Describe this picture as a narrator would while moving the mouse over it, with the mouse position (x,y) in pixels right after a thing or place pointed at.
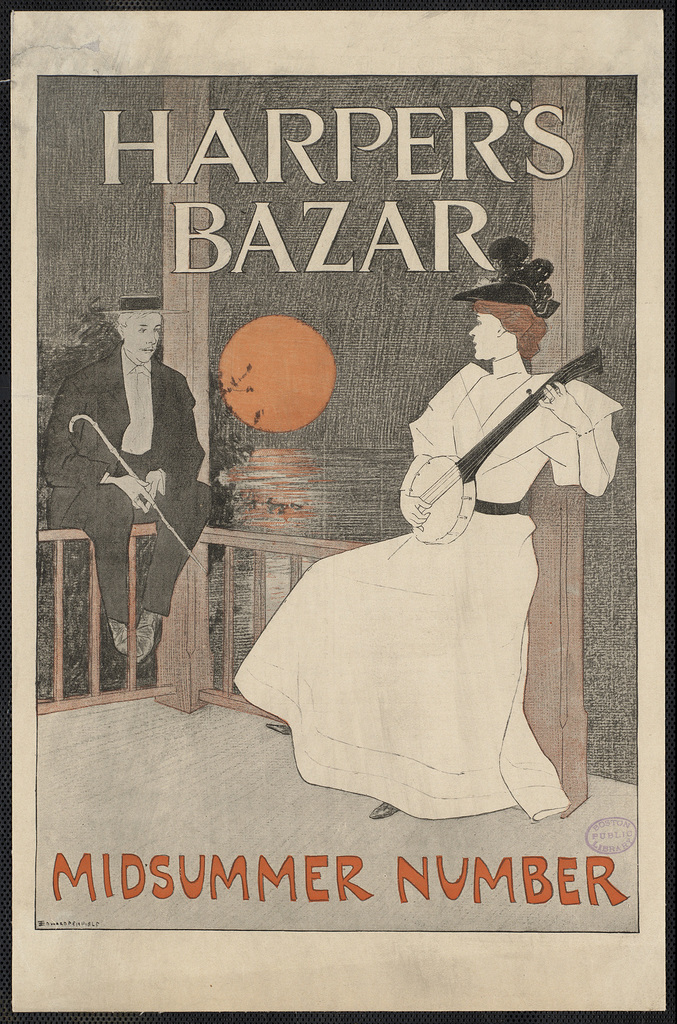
In this image we can see a poster (317,517), on the poster (326,569), we can see two persons (312,715) holding the objects (170,529) and also we can see the sun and the text (349,165).
